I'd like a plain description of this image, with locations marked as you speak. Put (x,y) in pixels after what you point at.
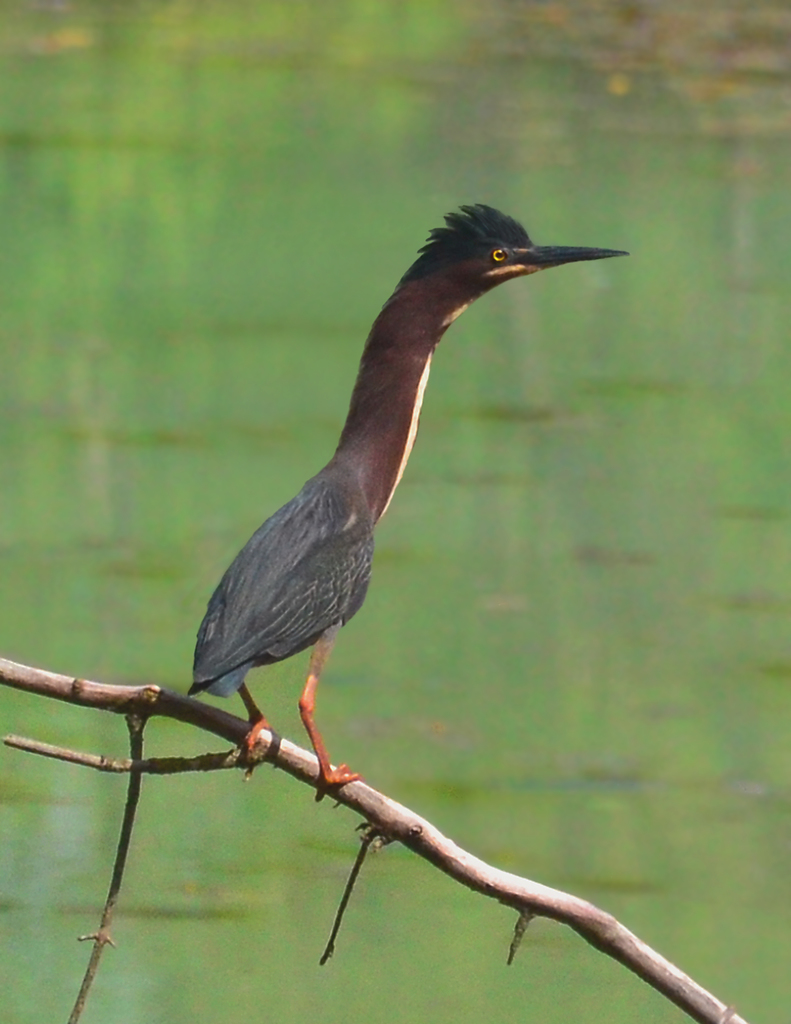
In this image I can see a bird (239,647) standing on something. In the background (497,593), I can see the water (566,653).
